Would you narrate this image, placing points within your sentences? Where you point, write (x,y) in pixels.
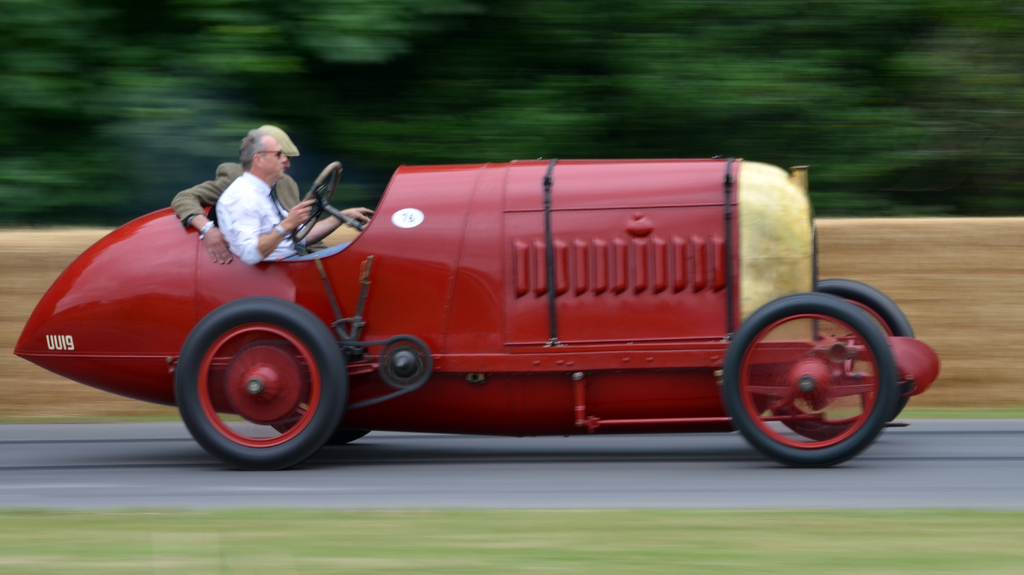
Background (540,70) is very blurry. Here we can see two men (284,164) sitting inside a vehicle (301,240) and riding. This is a grass (751,551). This is a road (206,467).
